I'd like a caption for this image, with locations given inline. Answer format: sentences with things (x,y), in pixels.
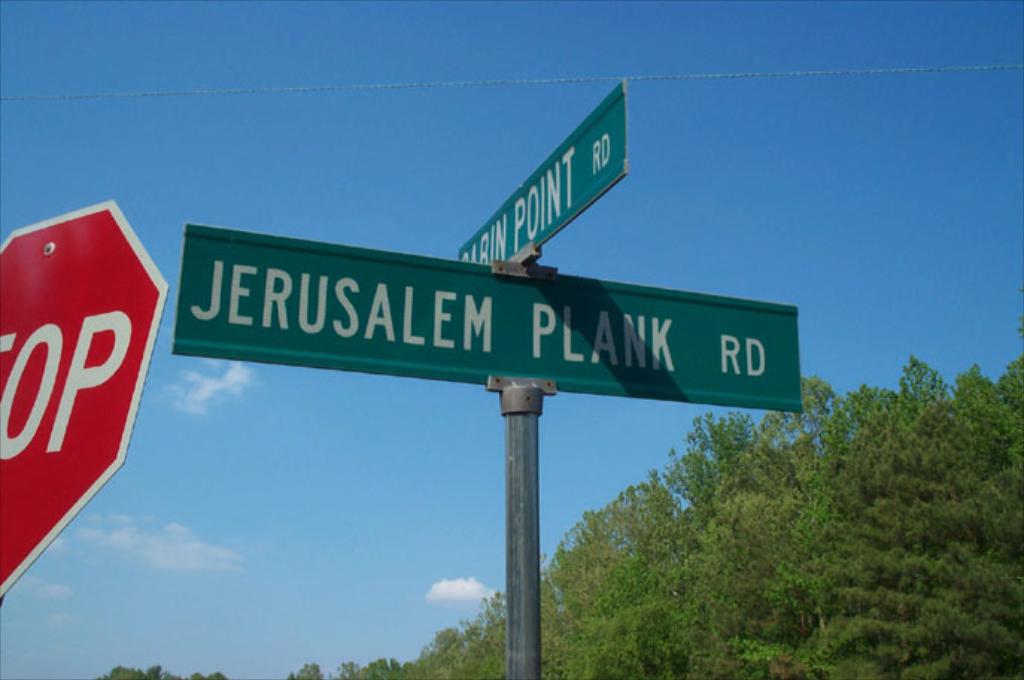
In this image there are two address boards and a signboard (97,219) attached to the poles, trees (827,424), sky (888,166).
